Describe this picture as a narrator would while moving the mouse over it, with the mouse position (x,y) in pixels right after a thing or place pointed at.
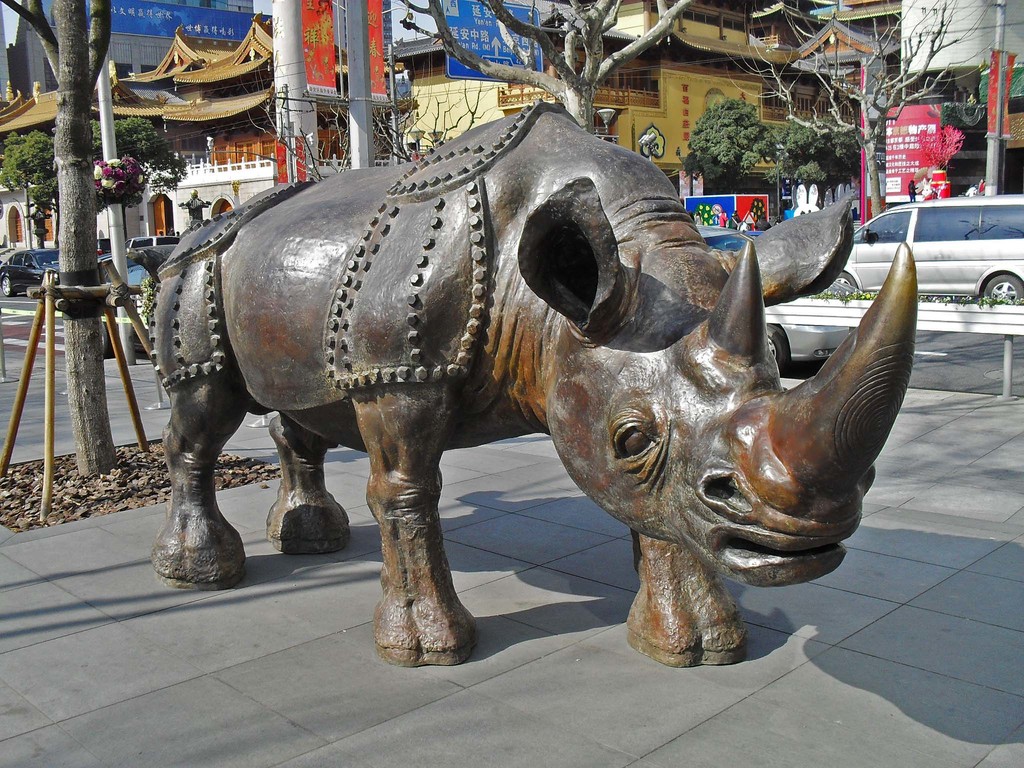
In the image we can see there is a rhinoceros statue (537,418) standing on the ground (274,743) and behind there are trees (400,151) and there are buildings (888,28). There are cars (895,212) parked on the road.
